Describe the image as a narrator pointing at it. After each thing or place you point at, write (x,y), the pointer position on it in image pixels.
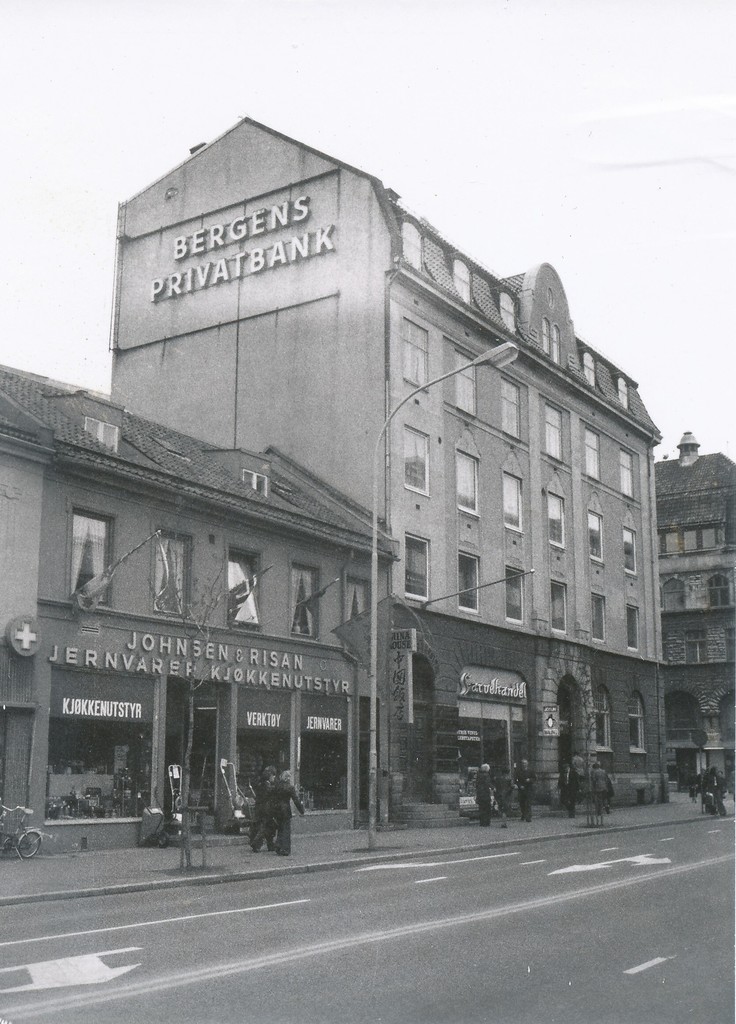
In this image I can see the road (390,899). To the side of the road (400,895) I can see few people (566,793), bicycle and the buildings (387,593) with windows (682,581) and the boards (253,653). In the background (537,139) I can see the sky (537,139). I can see this is a black and white image.
